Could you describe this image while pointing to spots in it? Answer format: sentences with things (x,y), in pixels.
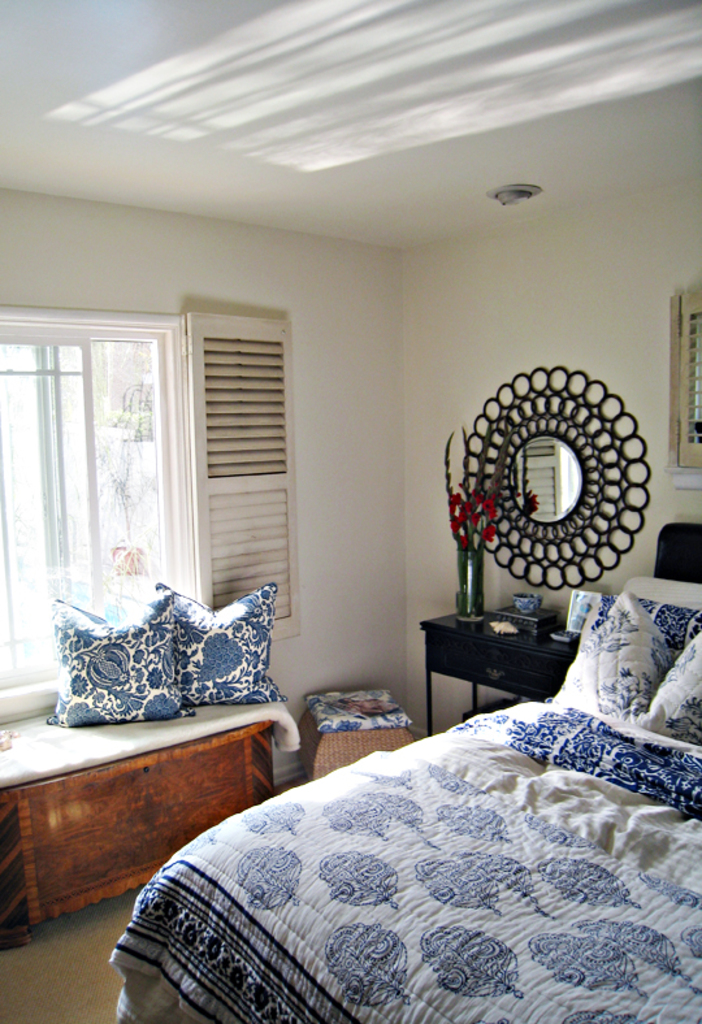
This image is taken inside a room (267,884). At the top of the image (236,159) there is a ceiling (449,95). In the right side of the image (635,936) there is a bed (444,858) with blanket (299,882), bed sheet (686,763) and pillows (648,680) on it. In this image there is a cupboard (198,799) and a cloth (95,752) on it. In the middle of the image (388,562) there is a wall (333,322) and window (127,458) and a mirror (559,506) on it. In this room (530,555) there is a table (452,662) and there were few things (503,621) on it along with flower vase (476,598).
